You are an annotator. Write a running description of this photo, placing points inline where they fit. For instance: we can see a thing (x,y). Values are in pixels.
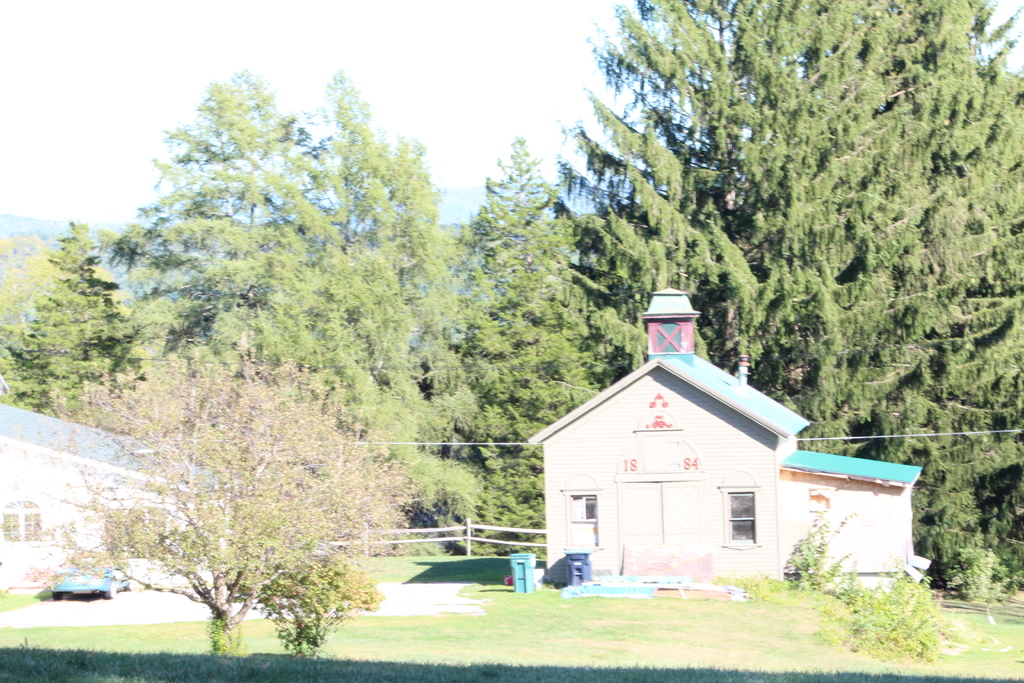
In this image we can see wooden houses (84,443), car (82,583) parked here, we can see grassland (609,620), trees (439,279), trash cans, wires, fence (398,534), trees (609,367) and the sky (51,211) in the background (363,231).
